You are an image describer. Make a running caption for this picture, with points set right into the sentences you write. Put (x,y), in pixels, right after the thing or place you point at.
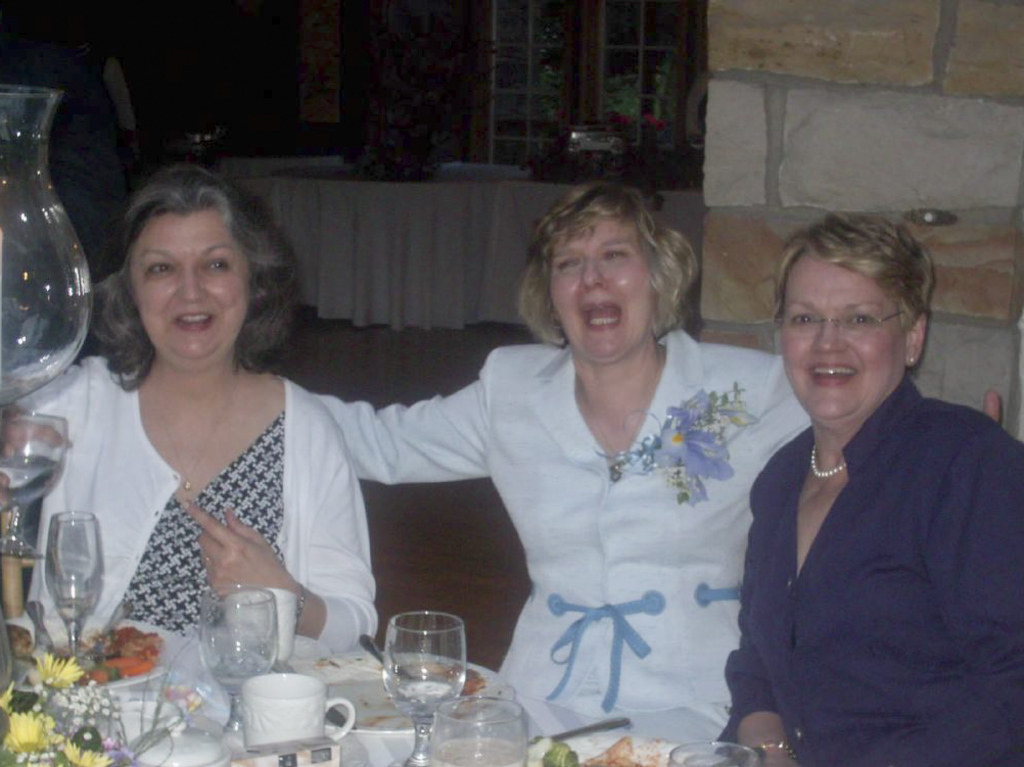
In this image there are three persons (495,441) sitting behind the table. There are glasses (56,598), plates (152,676), cups (276,721), spoons (377,660), flowers (74,760) on the table (599,716). At the back (297,222) there is a table (489,299) which is covered with white color cloth (310,230), there is a window (562,53) behind the table (374,217) and at the right (748,116) there is a pillar (757,49).
